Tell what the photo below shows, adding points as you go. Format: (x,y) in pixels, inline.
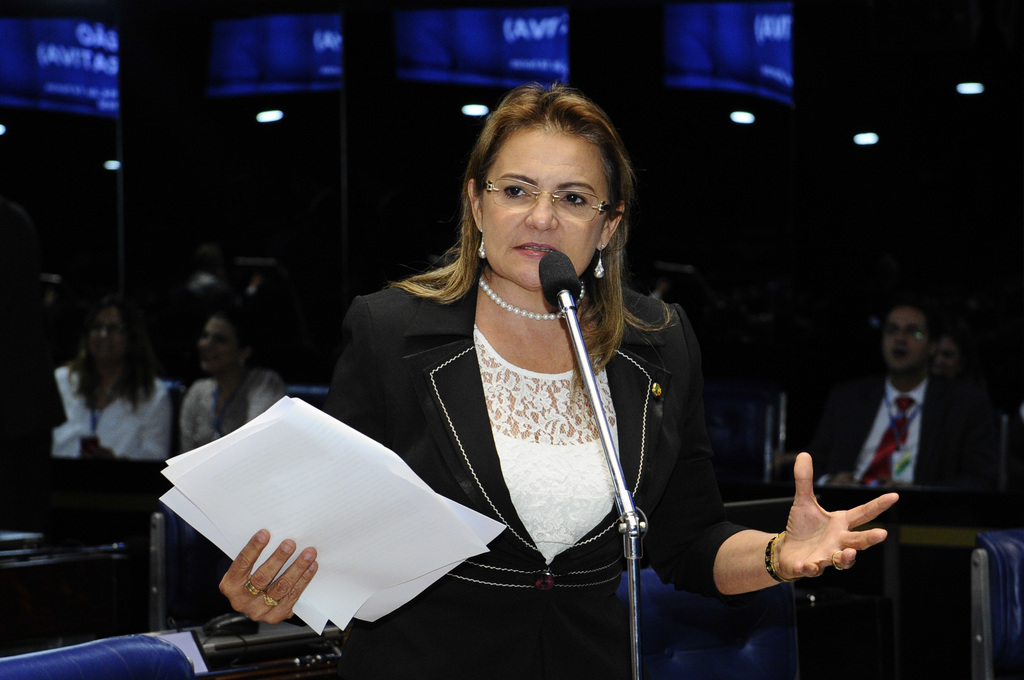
In the center of the image (453,274) there is a woman (499,431) standing at mic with papers (307,501). In the background (142,417) there are people (889,424) sitting on the chairs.
